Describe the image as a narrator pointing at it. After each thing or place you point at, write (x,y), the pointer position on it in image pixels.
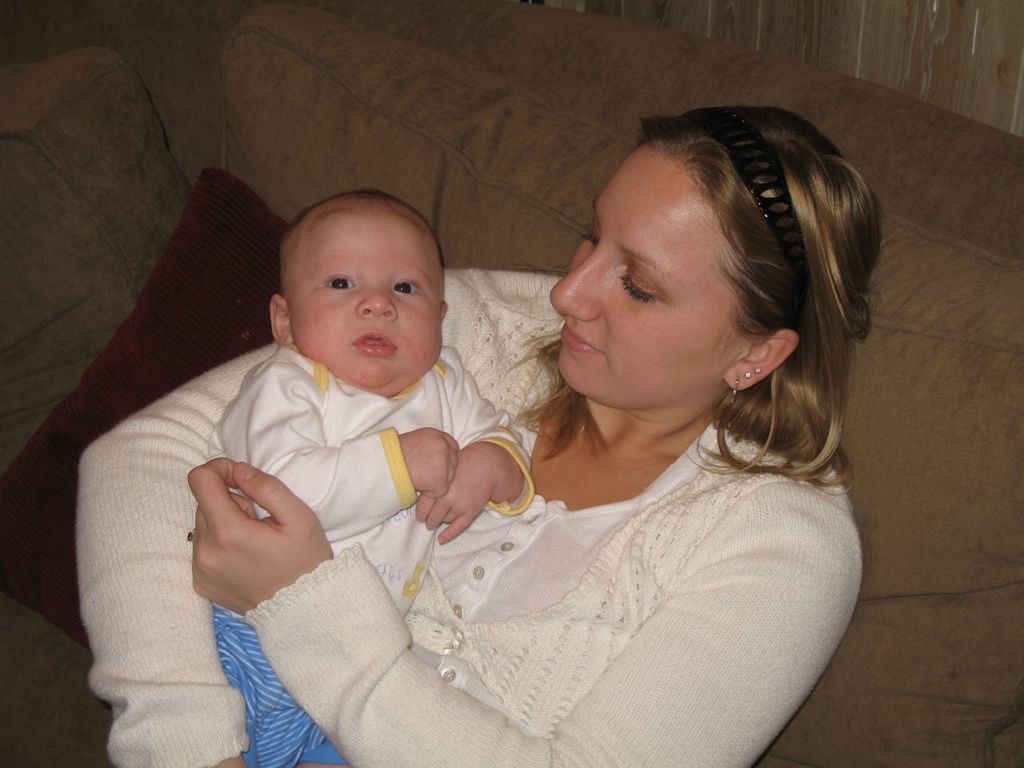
In this image I can see the person (635,511) sitting on the couch (921,597). The person (522,562) is holding the child (347,538). These people (382,545) are wearing the white color dresses (386,525). To the side I can see the pillow (130,333) on the couch (241,121). The couch (299,81) is in brown color.
